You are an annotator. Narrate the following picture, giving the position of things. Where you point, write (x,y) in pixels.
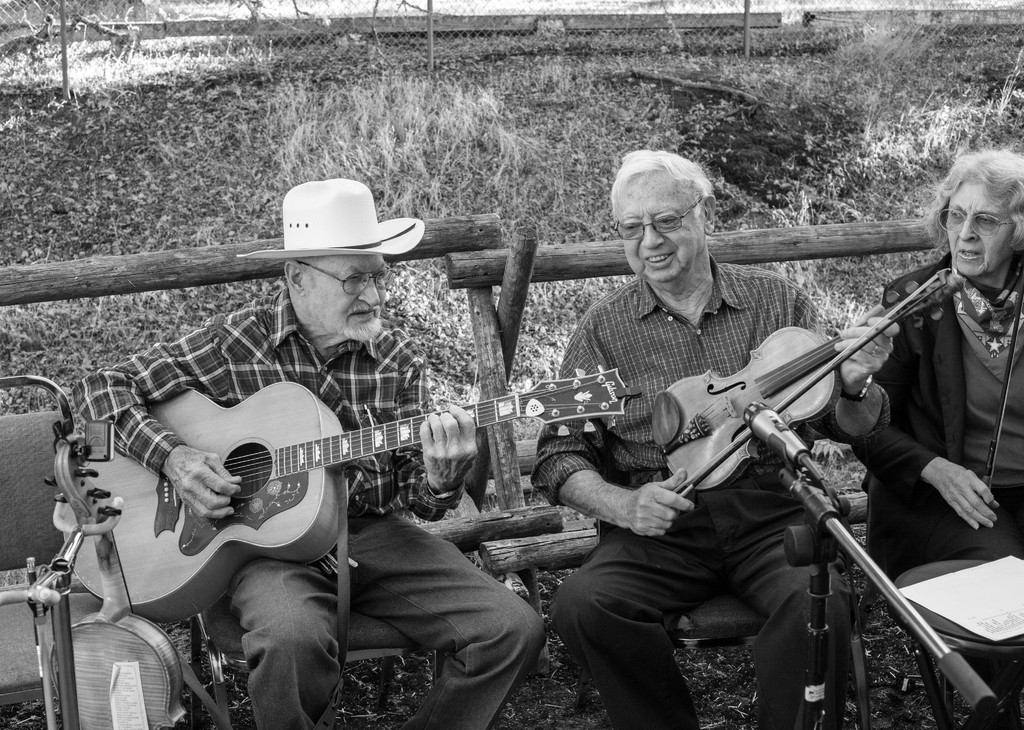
In this picture we can see three people (458,411) sitting on the chairs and two are playing some musical instruments (317,477) and behind them there is some grass (382,117) and some wooden sticks (496,365).
